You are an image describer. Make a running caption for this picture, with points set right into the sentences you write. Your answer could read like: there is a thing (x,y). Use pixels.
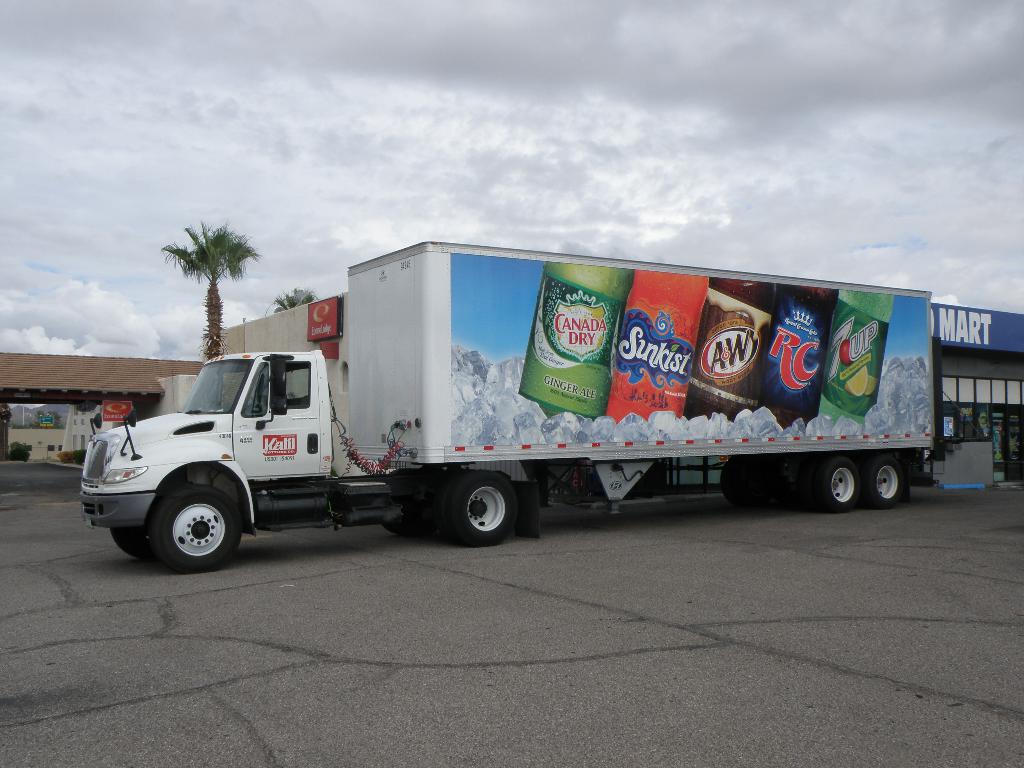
In this picture I can observe a container (566,370) in the middle of the picture (452,397). On the left side (214,281) I can observe two trees (220,305). In the background (255,266) I can observe clouds (428,154) in the sky (481,114).
